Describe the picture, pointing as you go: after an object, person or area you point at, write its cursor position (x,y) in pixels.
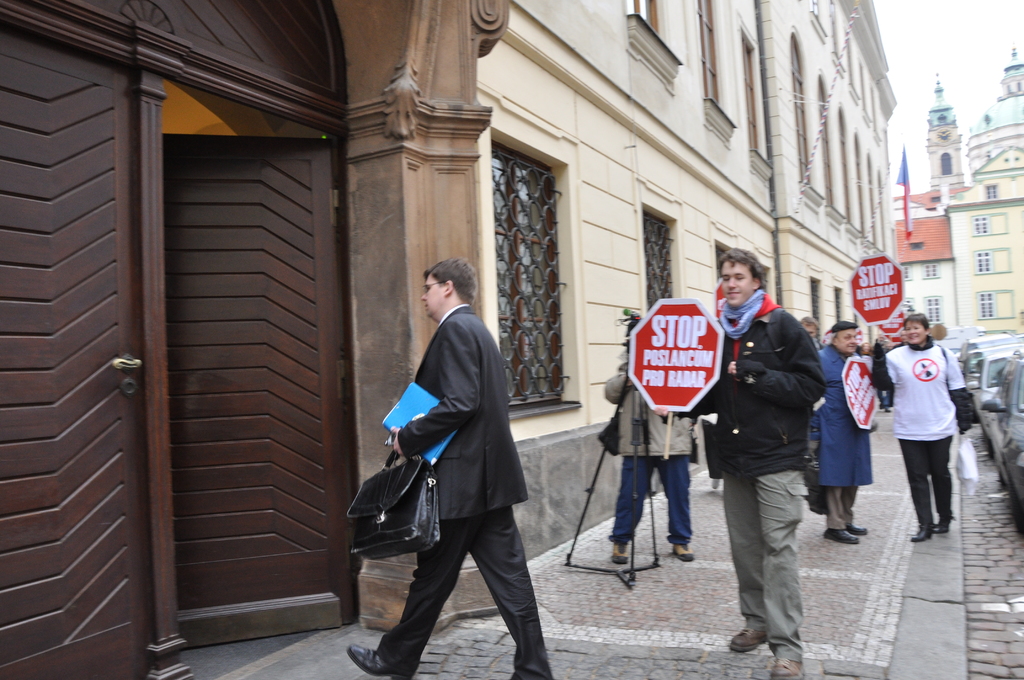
There is a building (314,156) with doors (112,302) and windows (520,188). Near to that there is a sidewalk (734,575). There are many people (663,461). Some are holding sign boards (719,355). Person (451,381) in the front (478,466) is holding a bag (384,496). In the background (978,280) there is a building (966,222) with windows (979,225). Also there are vehicles (1003,400). There is a tripod stand (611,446) near to the building (584,431).
